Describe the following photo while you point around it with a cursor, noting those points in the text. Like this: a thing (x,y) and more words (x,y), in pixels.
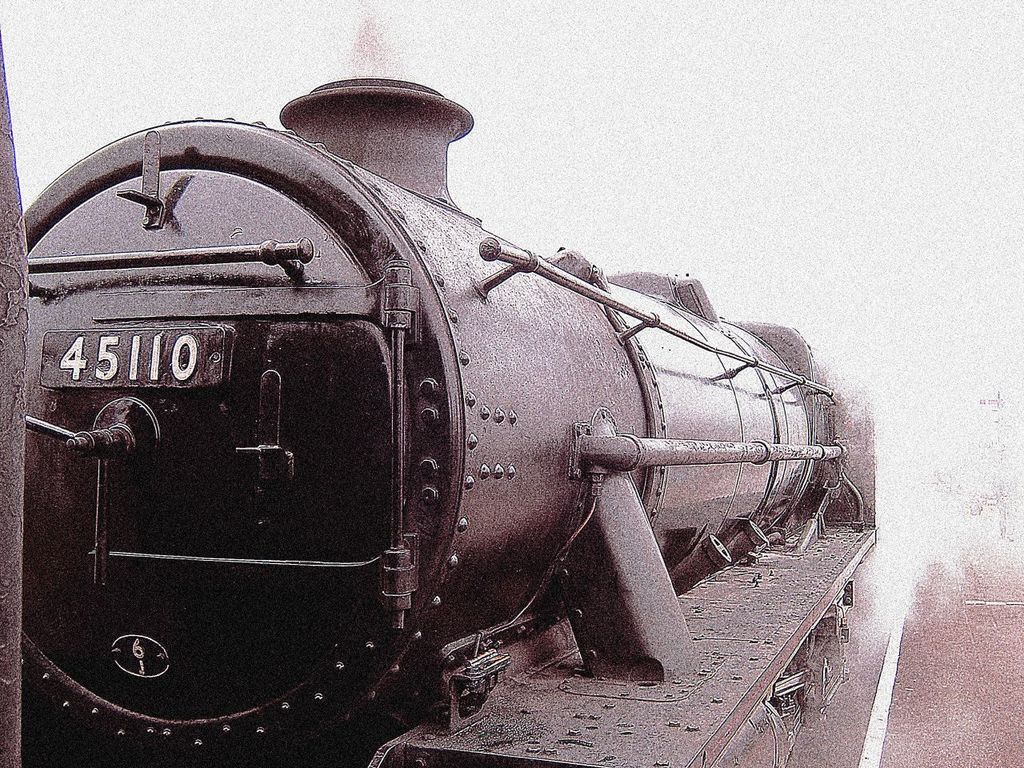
In this image we can see a black and white image. In this image we can see a locomotive (241,493). In the background of the image (949,144) there is a white background (936,144).
